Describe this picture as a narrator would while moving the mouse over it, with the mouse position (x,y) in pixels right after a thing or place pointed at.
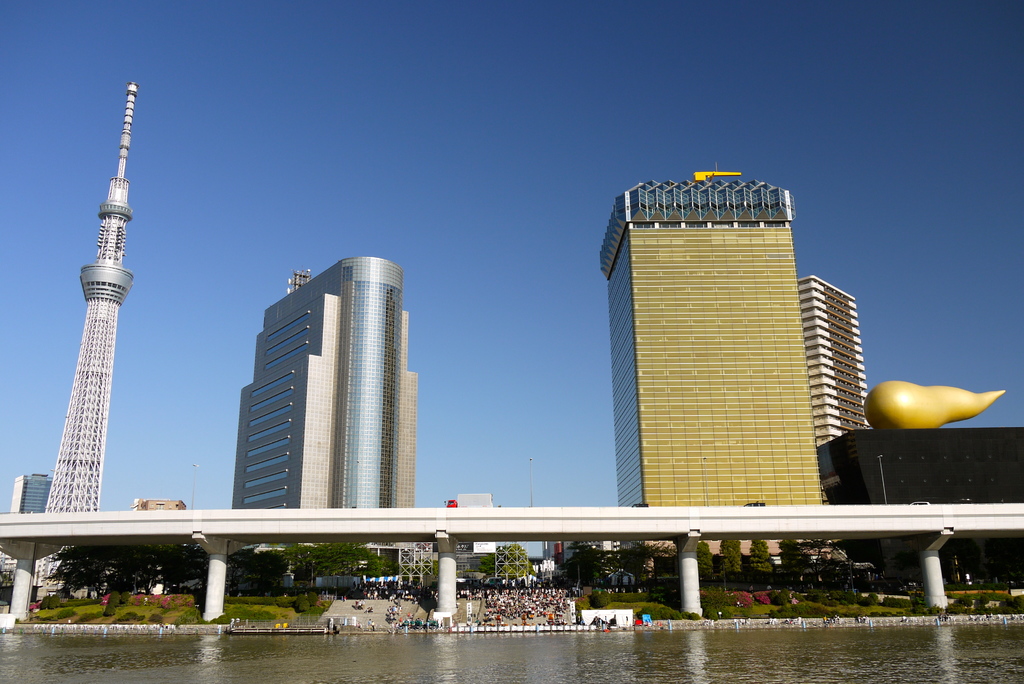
This picture is taken from outside of the building (390,451). In this image, in the middle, we can see a bridge (600,519). In the background (766,398), we can see some buildings (246,404), towers (81,422). In the background (363,624), we can also see a group of people (423,593) sitting on the staircase (399,617). At the top (486,131), we can see a sky (510,120) which is blue color, at the bottom (275,665), we can see the water (738,657).
